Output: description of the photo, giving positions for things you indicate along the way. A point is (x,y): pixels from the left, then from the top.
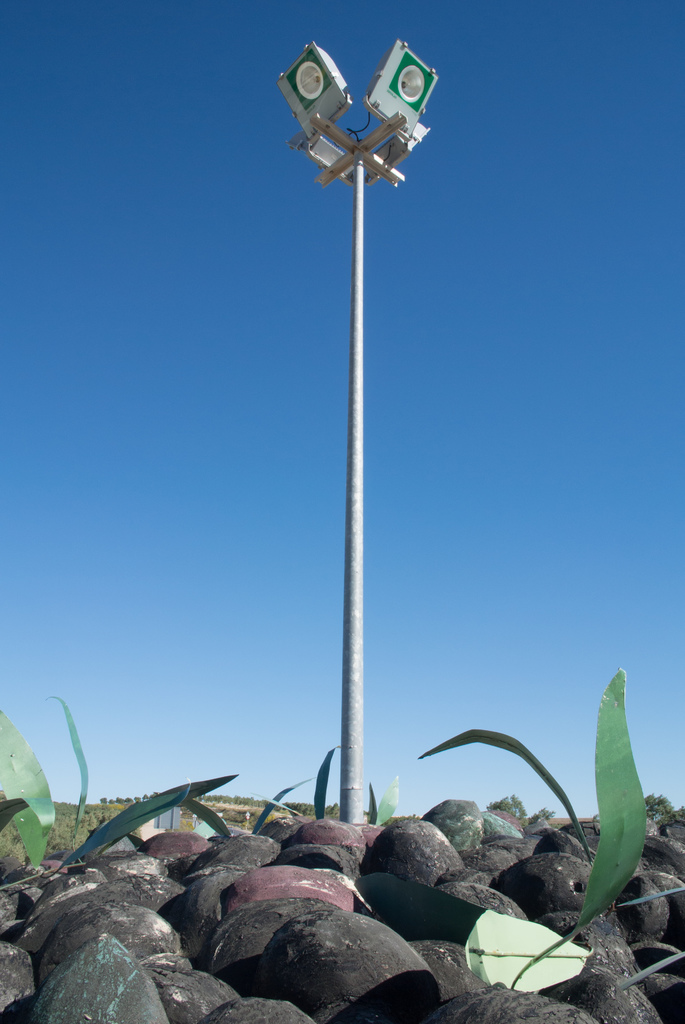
In the center of the image (353,354) a pole (363,157), lights (387,107) are there. At the top of the image (257,309) sky (257,295) is there. At the bottom of the image (285,918) we can see rocks (262,855), trees (99,820), grass (115,836) are present.
